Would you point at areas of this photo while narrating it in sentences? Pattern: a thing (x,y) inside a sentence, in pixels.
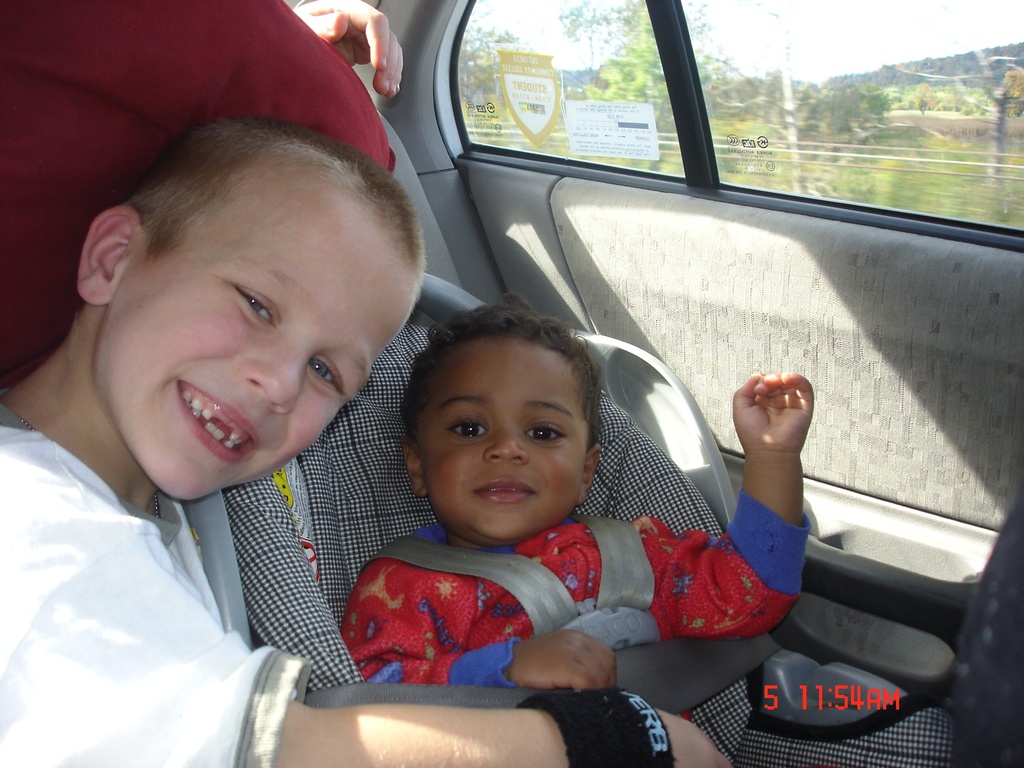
This image is taken inside a car (684,114). In this car (610,265) there are two kids (223,351) sitting on a chair (278,524). From the door (731,62) of the car (799,267) we can see many trees (646,90) and plants (907,125).
